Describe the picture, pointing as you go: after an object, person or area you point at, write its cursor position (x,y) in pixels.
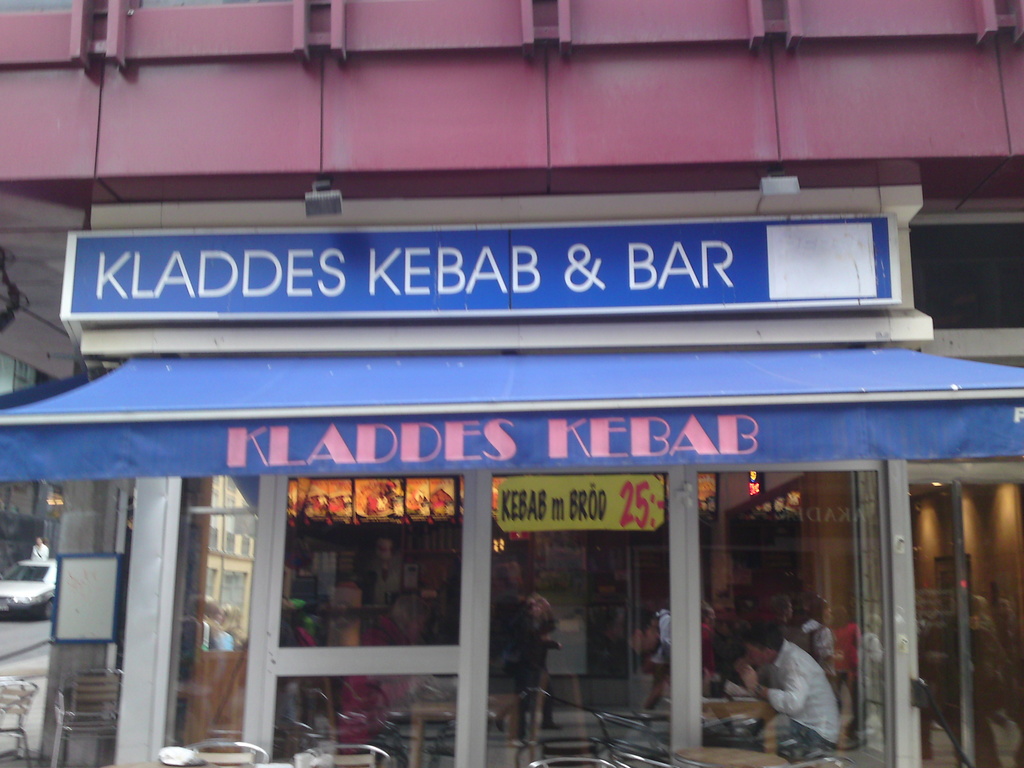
In this picture we can see a person (806,691) is sitting on a chair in the shop (678,680) and in front of the shop (573,654) there are chairs (349,757) and on the left side of the shop (187,527) there is a car (30,606) parked on the road (13,630).
